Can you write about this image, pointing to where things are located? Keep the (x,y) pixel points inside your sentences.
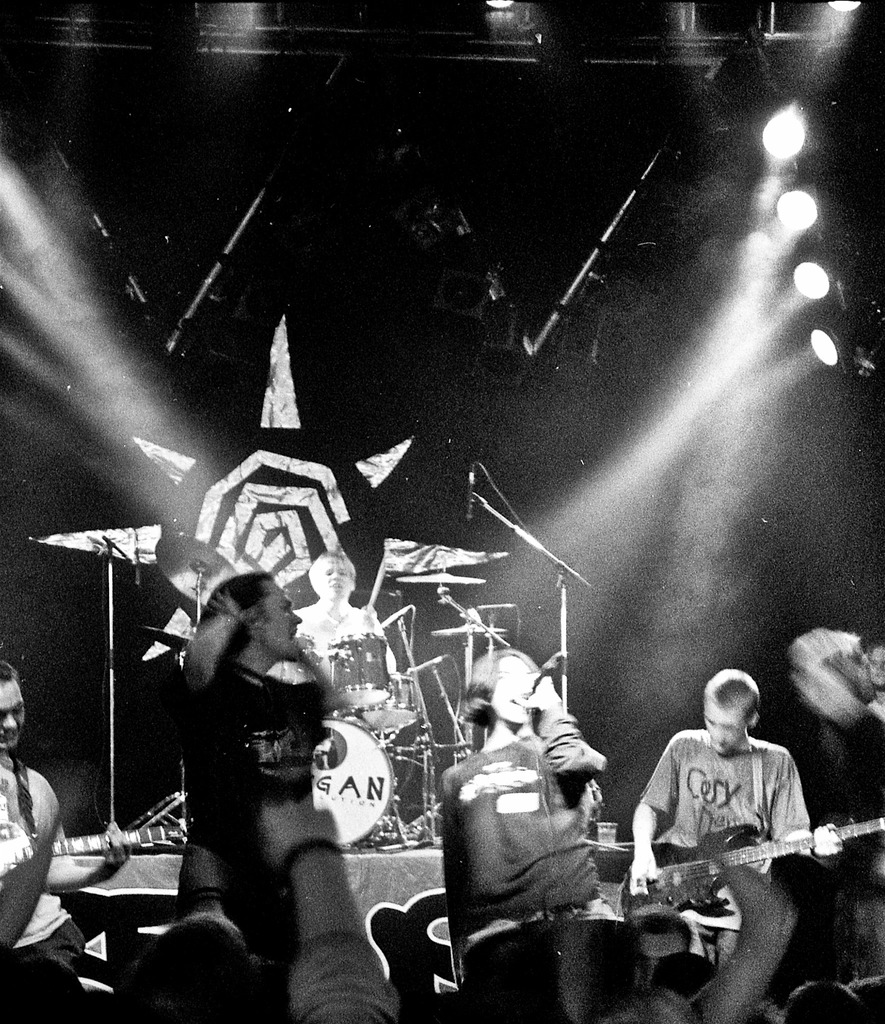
In this image i can see few people (555,725) some are standing and some are sitting, here this man (735,761) is standing and playing the guitar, the person (525,795) standing is holding the microphone (541,662) and singing, the person (288,722) standing here is talking, and the person (329,583) sitting is playing drums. At the background (794,204) i can see few lights (784,211).
